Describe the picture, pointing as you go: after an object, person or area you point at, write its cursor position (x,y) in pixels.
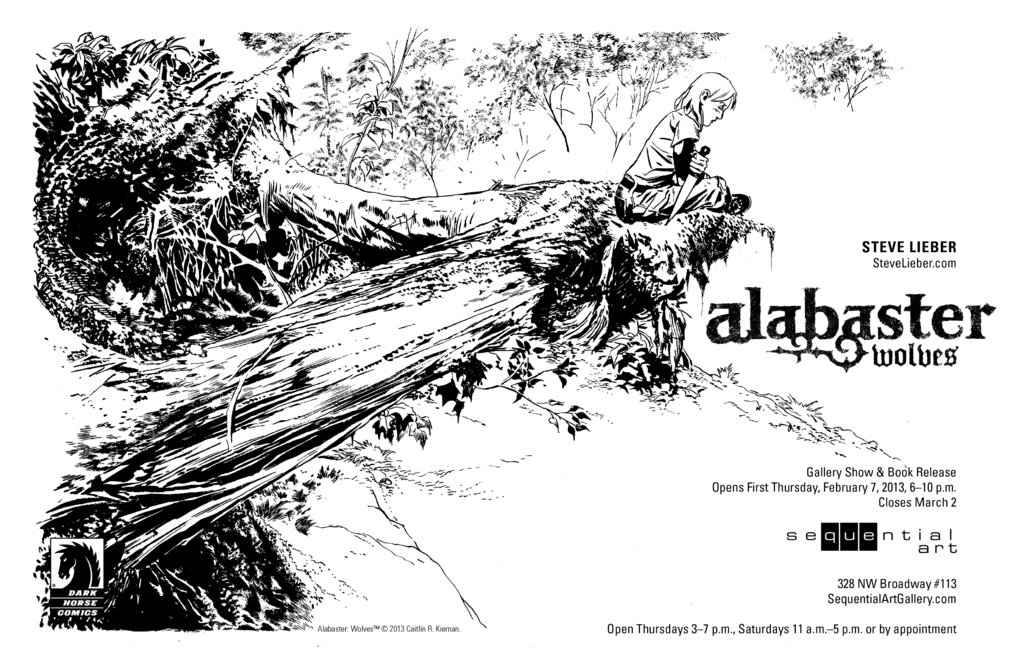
In this picture I can see a poster (507,175) in front and I see a girl (676,145) holding a knife (700,177) and sitting on a tree (602,240). In the background (442,147) I can see few more trees (569,91) and I see something is written. On the left bottom corner of this picture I can see a logo (81,554).
